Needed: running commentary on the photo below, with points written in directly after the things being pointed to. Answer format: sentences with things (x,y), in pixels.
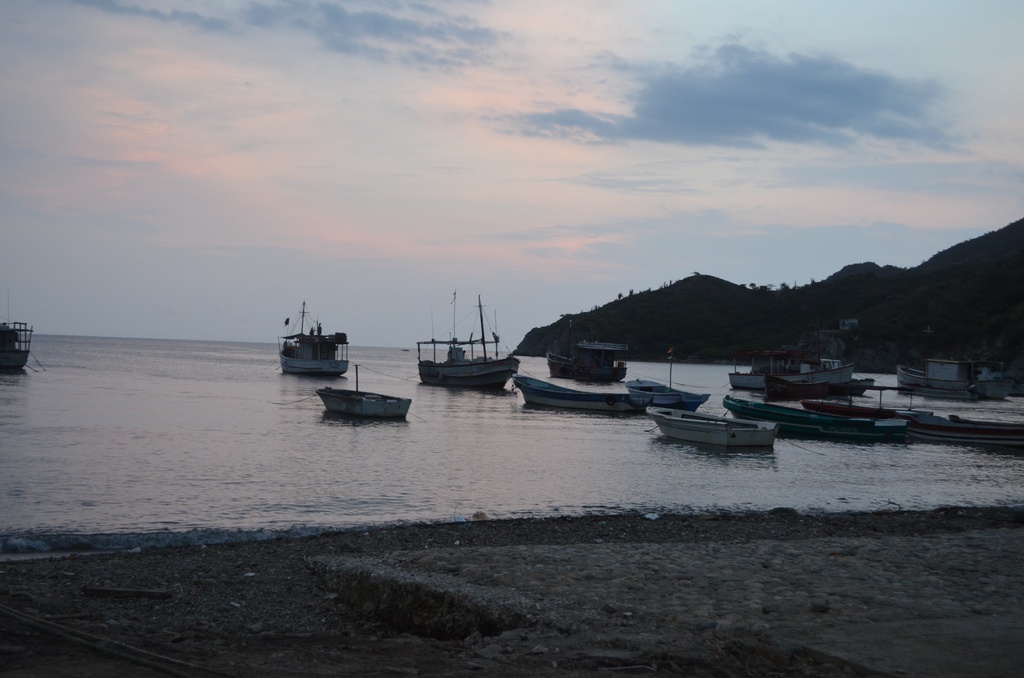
In this image I see the ground (313,590) and I see the water (478,388) on which there are number of boats (731,406). In the background (886,299) I see the mountains (679,335) and I see the sky (239,120).
